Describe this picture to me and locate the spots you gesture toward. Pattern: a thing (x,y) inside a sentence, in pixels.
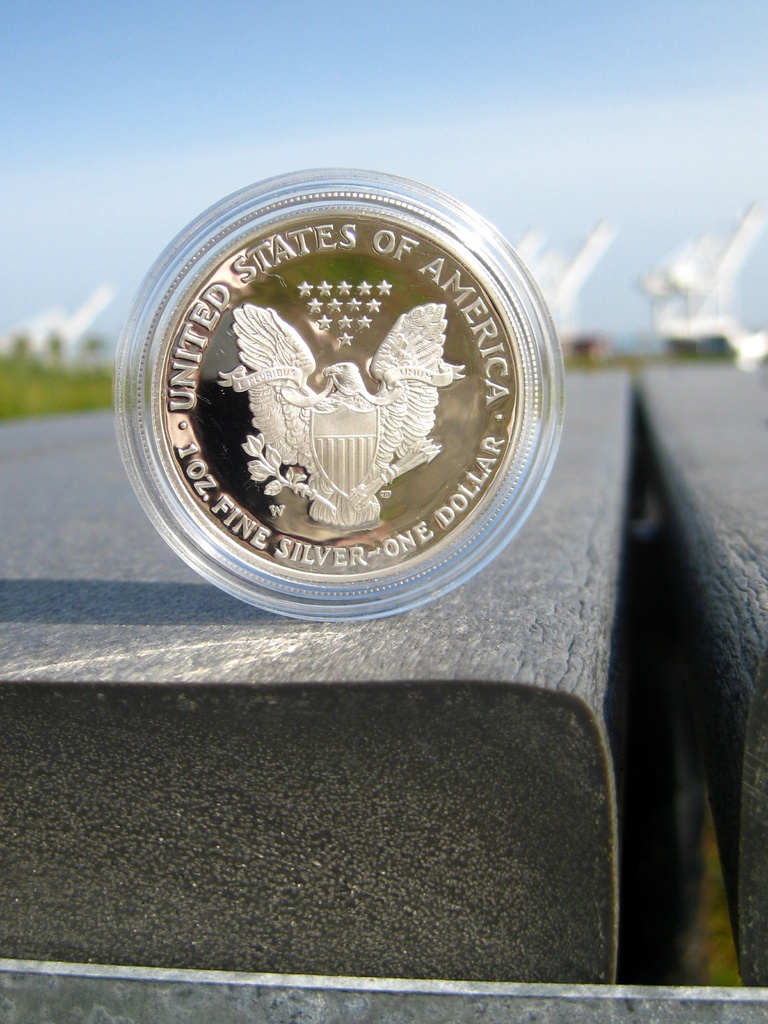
In this picture there is an american coin (238,435) in the center of the image (413,513).
